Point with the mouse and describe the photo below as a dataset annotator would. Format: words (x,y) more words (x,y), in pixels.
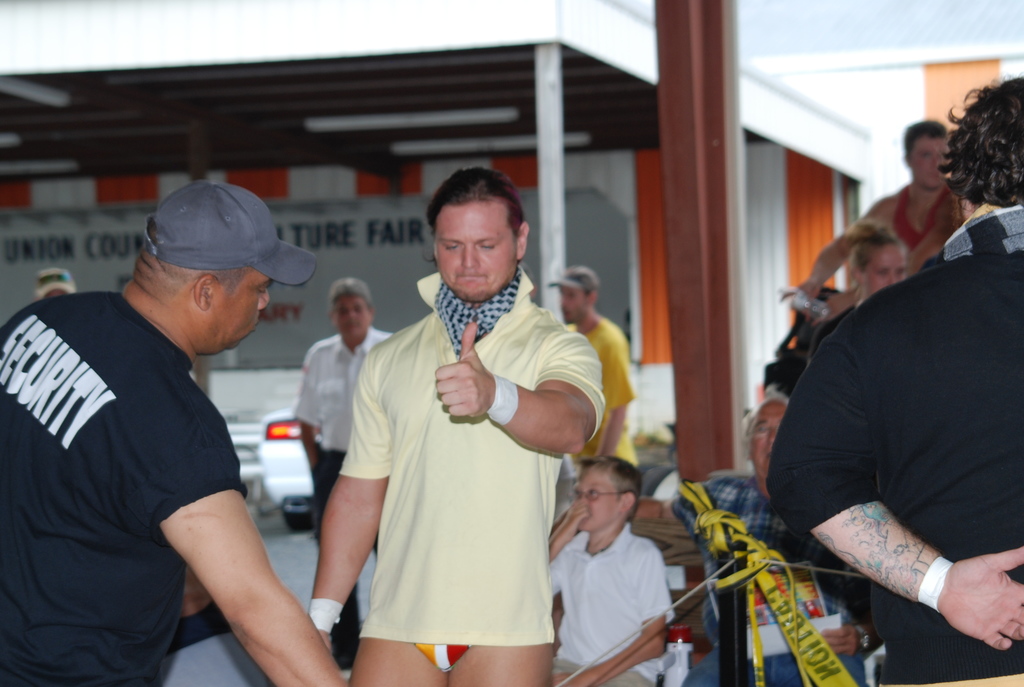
In this image we can see persons (385,476) standing on the ground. In the background (674,408) we can see persons (630,543), chairs (681,532), vehicles (283,458), lights (441,120) and wall (572,157).
